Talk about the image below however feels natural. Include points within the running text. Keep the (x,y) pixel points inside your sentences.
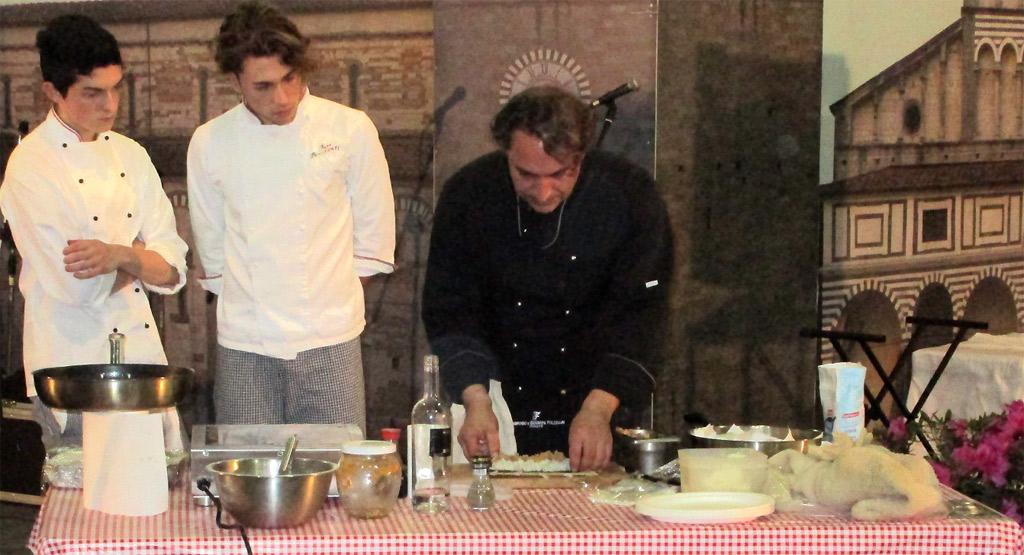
In this image we can see these two persons (217,152) wearing white aprons (235,284) and this person (460,261) wearing black apron (522,256) are standing near the table (371,524) where the stove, tissue roll (150,500), bowls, bottles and a few more things (604,486) are kept on it. In the background (629,86), we can see the mic (610,93) kept to the stand (605,108) and we can see the wall (718,25).
